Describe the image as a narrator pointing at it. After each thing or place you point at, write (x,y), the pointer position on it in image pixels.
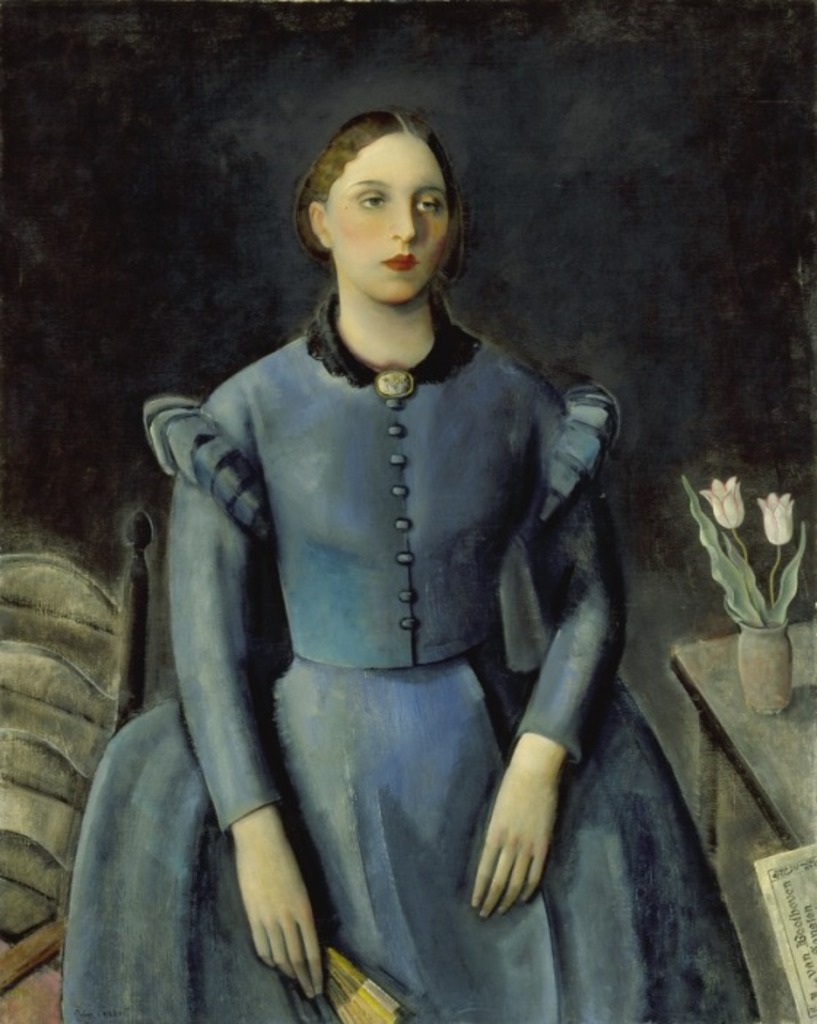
In this image there is a painting (494,500) of a lady (454,921) on the left side (20,641) there is a chair (43,736), on the right side (735,741) there is a table (723,733), on the table (710,672) there is a flower vase (726,585).
